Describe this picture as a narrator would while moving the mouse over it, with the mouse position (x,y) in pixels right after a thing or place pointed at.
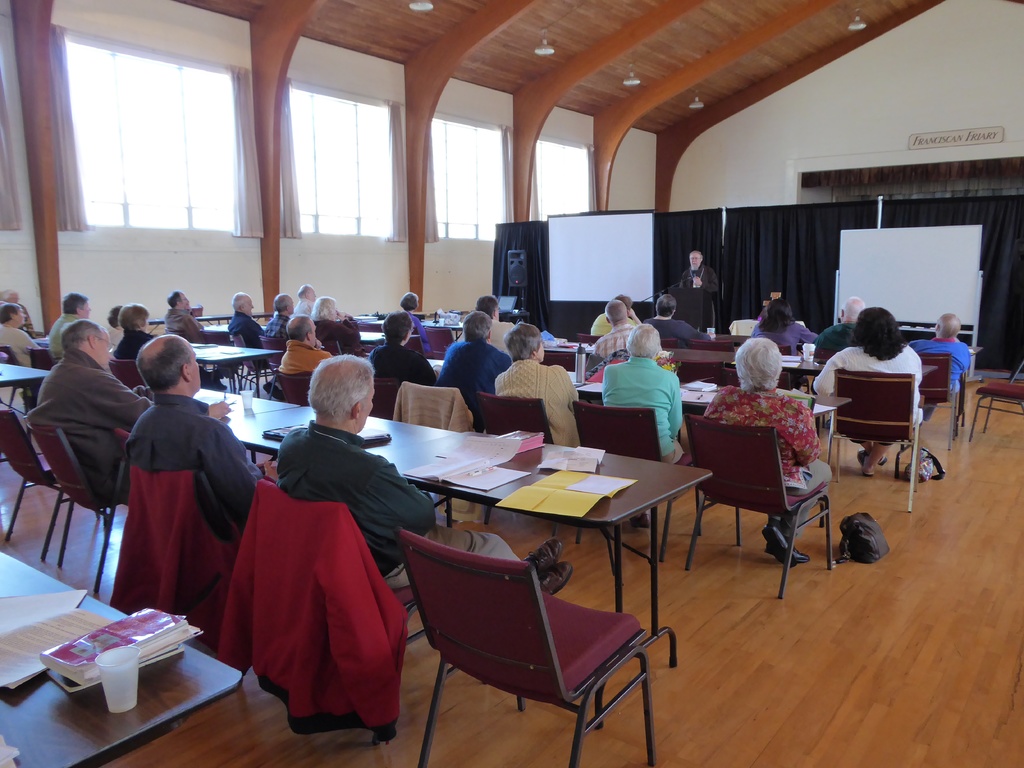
In this image there is a man (708,287) he wear black dress (700,270). On the left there is a table (427,452) on that there is a paper (516,472) and book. On the left (216,409) there are many people (214,435) sitting on the chairs (407,407) and staring at the screen (641,273).
